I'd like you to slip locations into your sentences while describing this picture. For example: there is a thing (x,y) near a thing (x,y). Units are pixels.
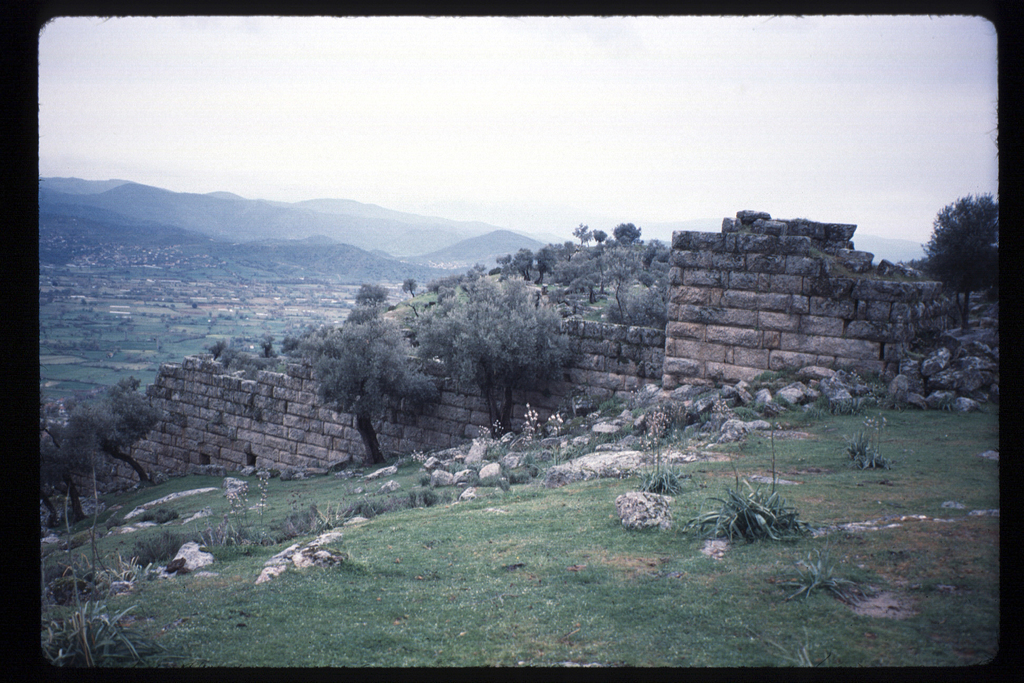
This image is an edited image. It has borders (1000,668). In the center of the image (592,353) there is a stone wall (296,387). There are trees (400,389). At the bottom of the image (426,601) there is grass (426,601). In the background of the image (401,268) there are mountains (123,208). At the top of the image (421,135) there is sky (300,123).
